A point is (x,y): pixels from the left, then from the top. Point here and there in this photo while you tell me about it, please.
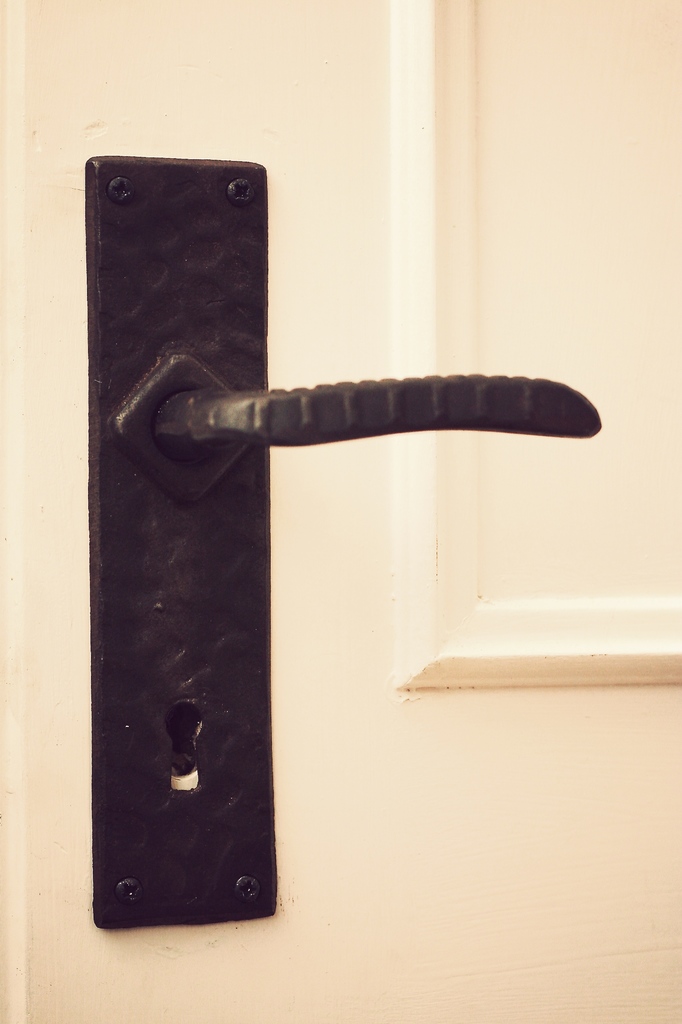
In this image we can see a handle (490,398) on a door (389,536).
